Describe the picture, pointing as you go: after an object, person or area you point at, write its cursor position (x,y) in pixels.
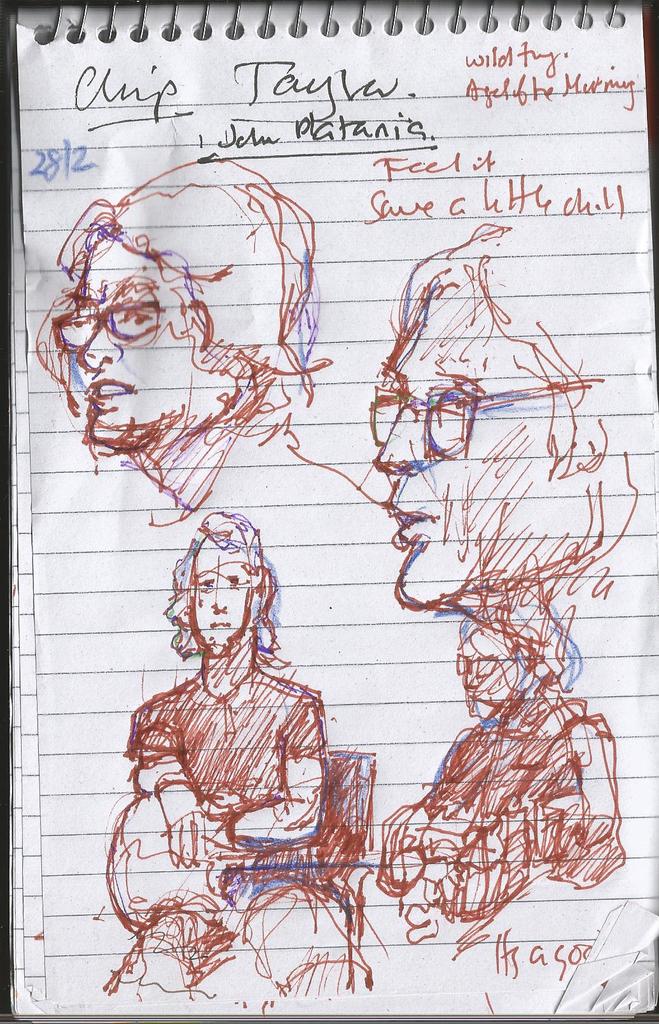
In this picture we can see a spiral binding book (66,95), we can see sketches (381,471) of persons (389,361) and handwritten text (298,80) on this book (311,256).
